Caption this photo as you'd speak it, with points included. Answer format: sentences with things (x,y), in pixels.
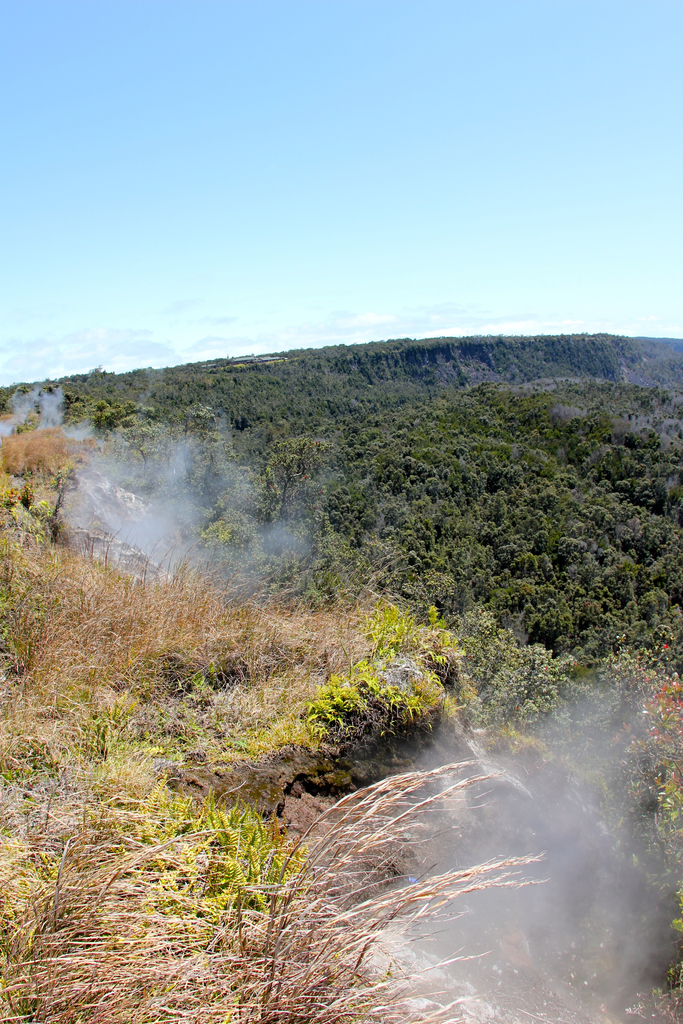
This picture is clicked outside. In the foreground (242,848) we can see the grass (147,954) and the plants (557,522) and some smoke (574,793). In the background (200,164) we can see the sky (215,218).
